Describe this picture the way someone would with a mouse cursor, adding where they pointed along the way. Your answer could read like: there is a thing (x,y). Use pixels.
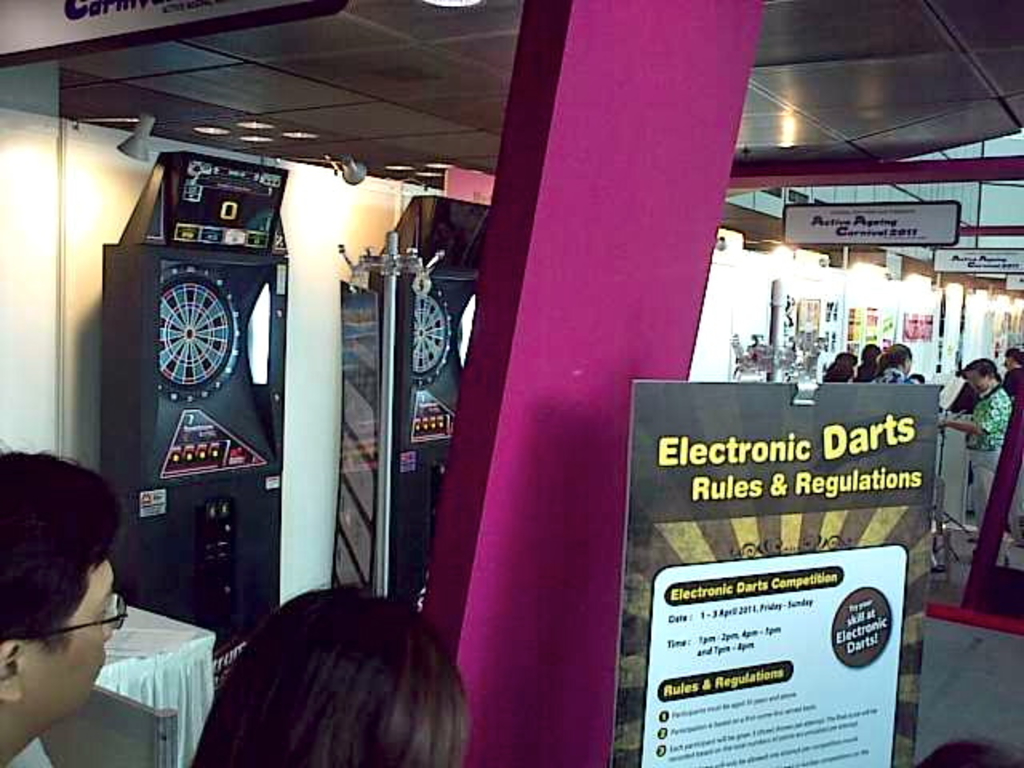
In this image we can see a few people (328,631) standing, on the left (112,274) we can see electronic machines (107,255), we can see the table (149,692), on the right (865,603) we can see some written text (1005,262) on the boards (890,568), pillar (639,135), we can see the ceiling (225,75) with lights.
